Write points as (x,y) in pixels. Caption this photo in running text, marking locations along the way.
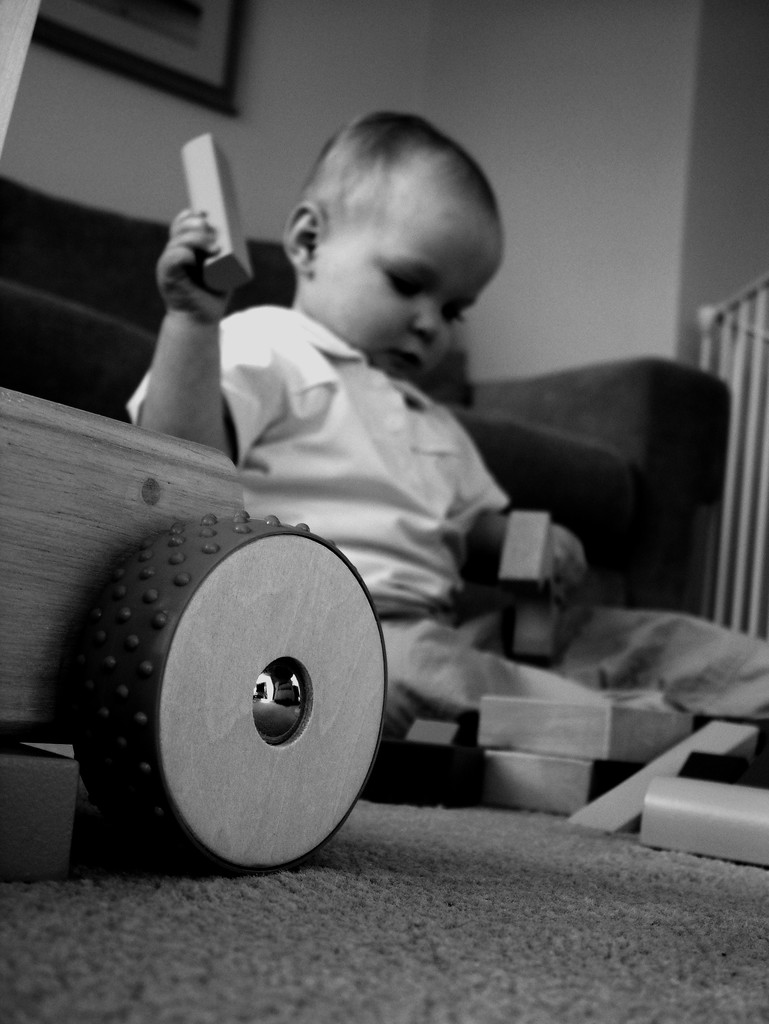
It is a black and white image, there is a baby (403,378) playing with some objects (231,513) by sitting on the floor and behind the baby (408,261) there is a sofa (585,486) and in the background (101,110) there is a wall (420,94).
